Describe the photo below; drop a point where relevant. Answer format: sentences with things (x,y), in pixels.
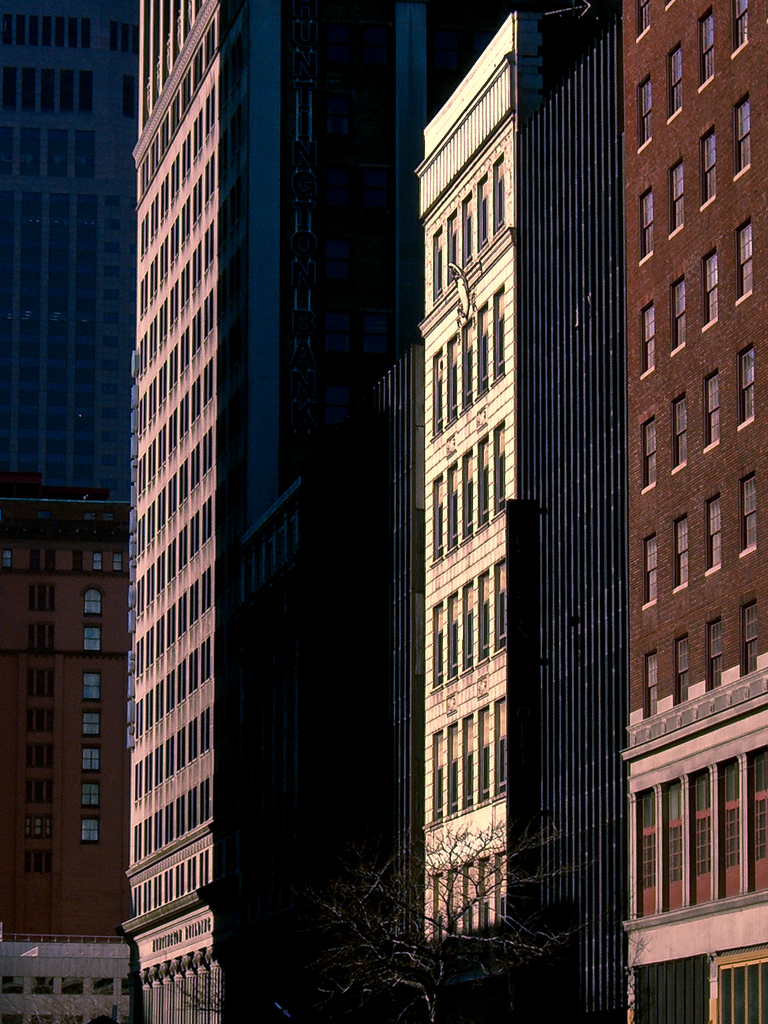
This image consists many buildings (442,523) which are tall. To the right (697,598), the building (707,631) is in brown color. At the bottom (449,971), there is a tree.
